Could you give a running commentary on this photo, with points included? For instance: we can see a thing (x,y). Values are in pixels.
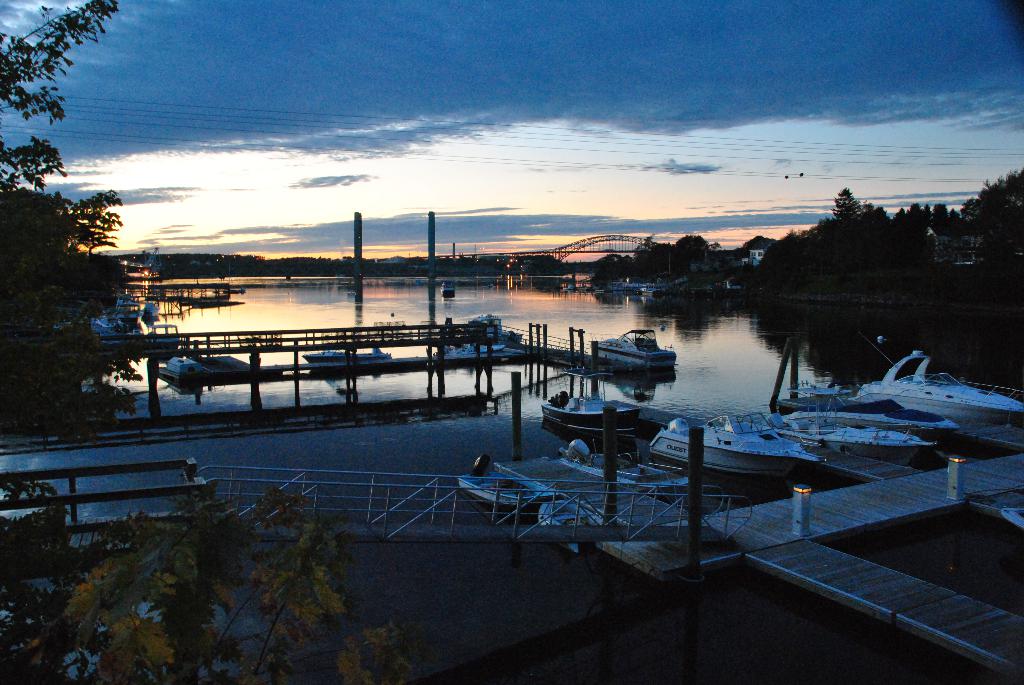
We can see boats (888,386) above the water (456,282), bridge (397,339) and railing (425,474). On the left side of the image (108,606) we can see trees (260,652). In the background (225,274) we can see trees (650,266), bridge (552,254), tower (431,275), wires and sky (645,112) with clouds (630,124).
